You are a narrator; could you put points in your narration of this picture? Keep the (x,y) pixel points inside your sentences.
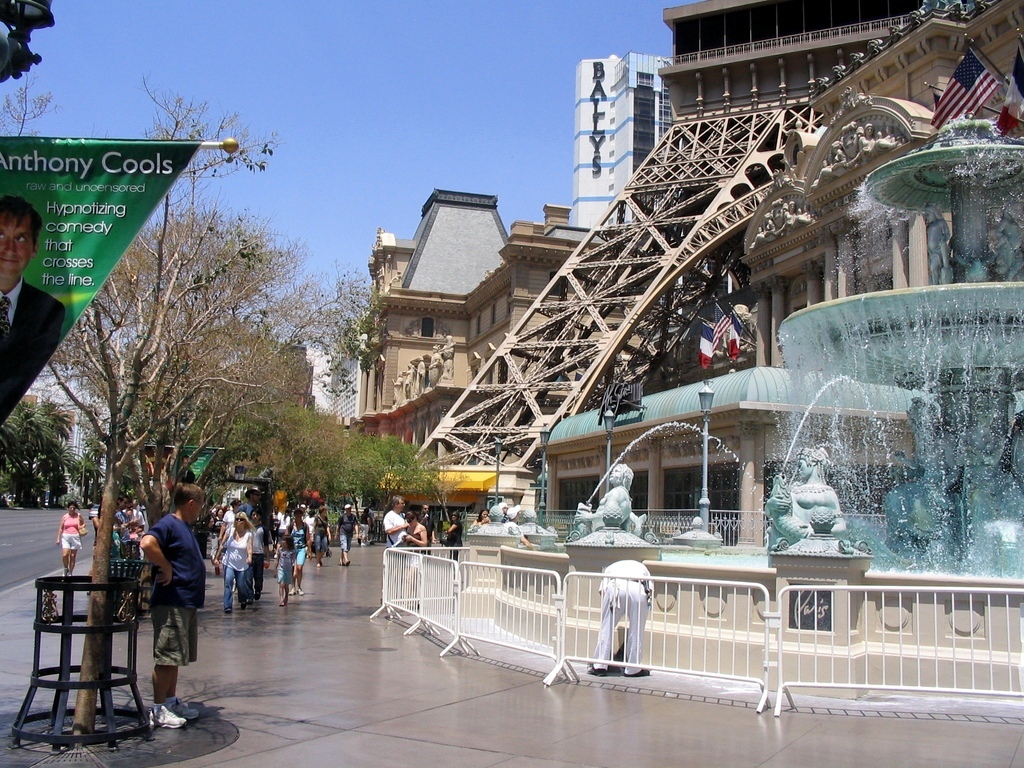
In this picture we can see the water fountain (860,508) in the front (662,555). Behind there is a Paris tower (660,252) and some houses (430,316). On the left corner (193,553) we can see some people (234,527) walking in the pedestrian area (287,676) and some dry trees (181,347). On the top (360,156) we can see the clear blue sky (372,138).
